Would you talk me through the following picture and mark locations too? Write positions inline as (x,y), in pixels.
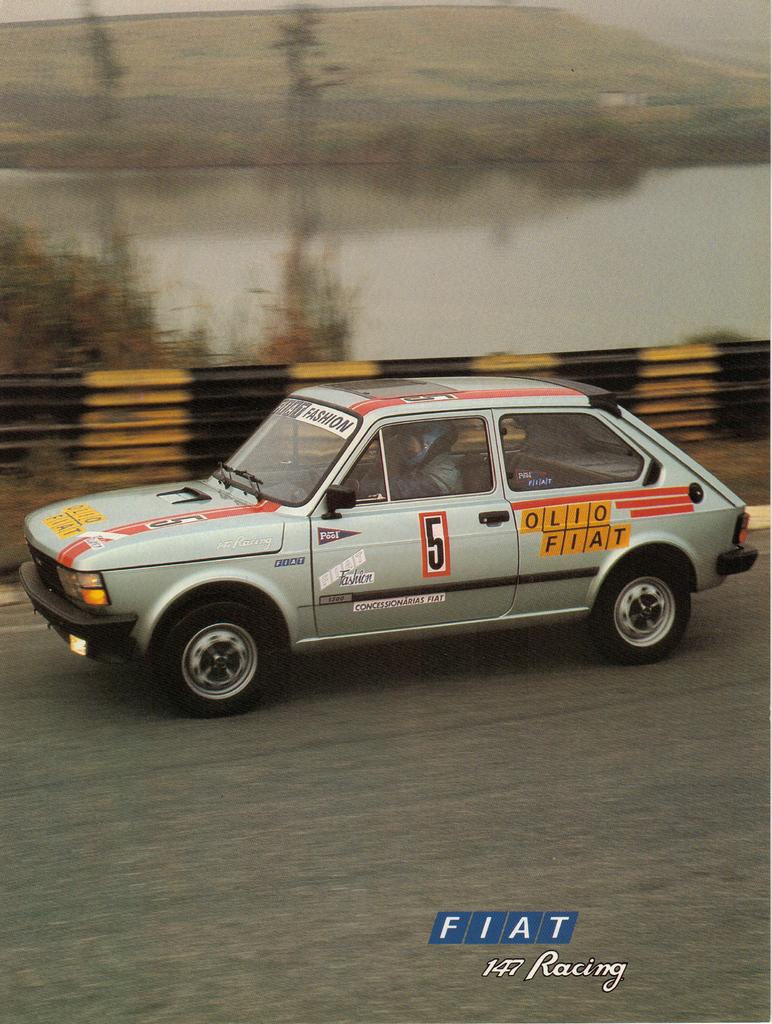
In this picture we can see a car (434,519) on the road (479,749) and a person (412,453) is seated in it, beside to the car (348,508) we can find fence (136,404), trees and water (493,263).
